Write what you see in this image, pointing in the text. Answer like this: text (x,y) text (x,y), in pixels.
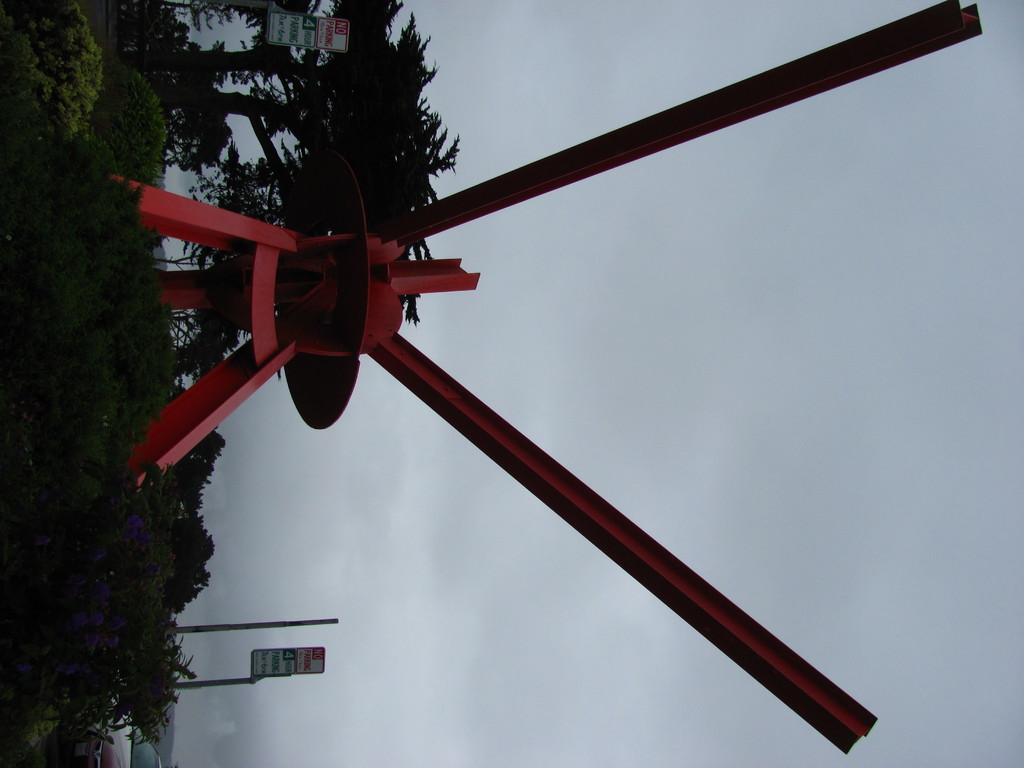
In the center of the image (358,289), we can see a sculpture (419,272) and in the background (384,121), there are trees (242,187) and we can see some sign boards (322,47) and name boards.
